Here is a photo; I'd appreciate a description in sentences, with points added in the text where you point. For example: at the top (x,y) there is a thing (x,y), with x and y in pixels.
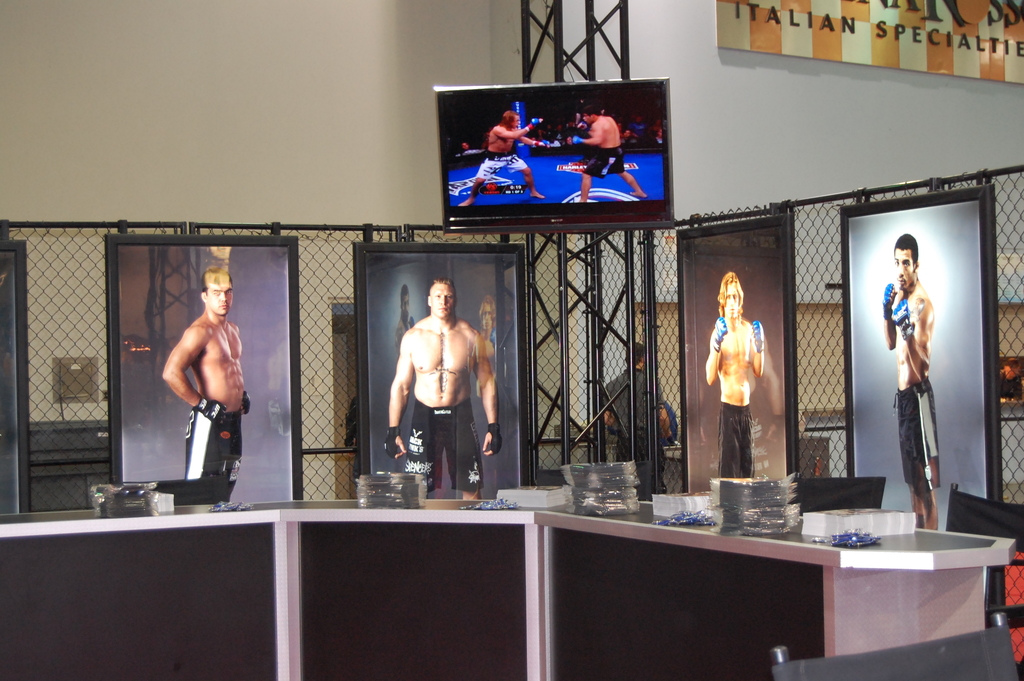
In this picture I can see few photo frames (445,347) and a table (763,568) and few items (413,505) on the table (534,539) and I can see a television (512,174) and a board (898,32) with some text (920,41) and I can see a man (618,433) standing in the back (645,419).
